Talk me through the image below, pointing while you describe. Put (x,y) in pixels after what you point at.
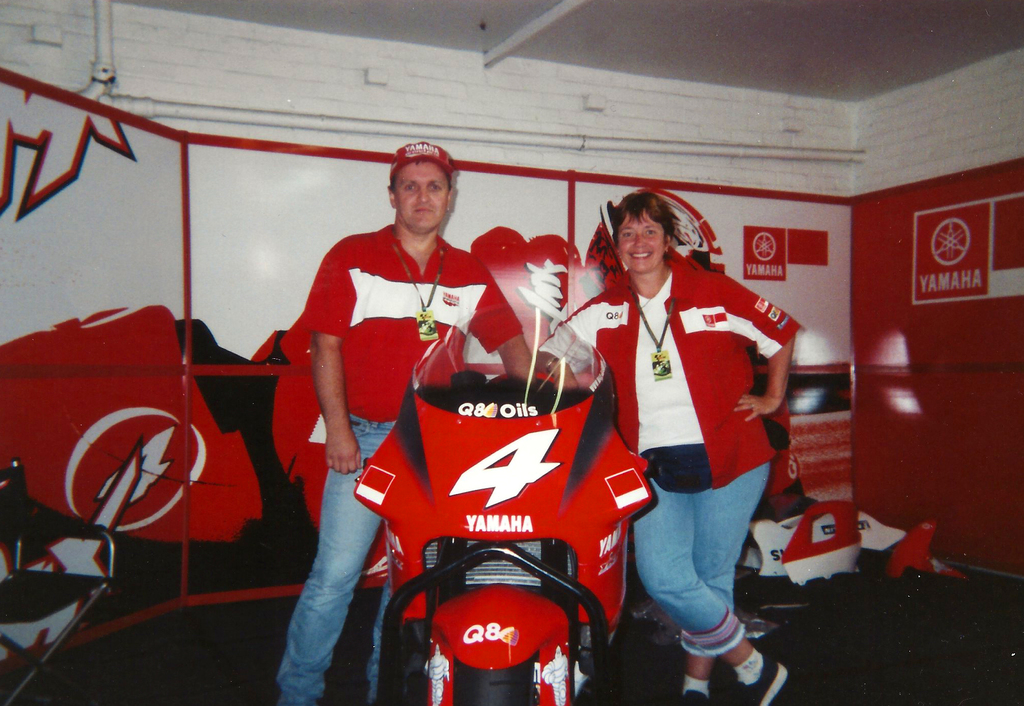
In this image I can see two persons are standing and here I can see a motorcycle (558,522). I can also see both of them are wearing red colour dress (338,312), blue jeans (639,538) and here I can see colour of this motorcycle (592,525) is red. I can also see YAMAHA is written at few places.
